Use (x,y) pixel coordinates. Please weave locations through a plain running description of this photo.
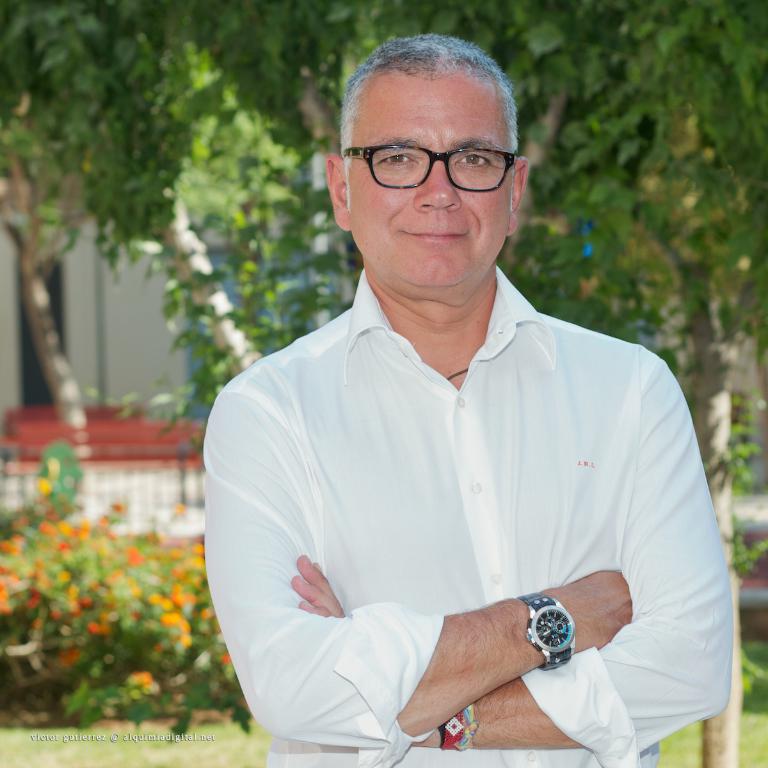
In the center of the image (272,504) there is a man (347,370) standing. In the background (126,506) there are trees (359,3), building (9,367), plants (68,623) and grass (139,763).
